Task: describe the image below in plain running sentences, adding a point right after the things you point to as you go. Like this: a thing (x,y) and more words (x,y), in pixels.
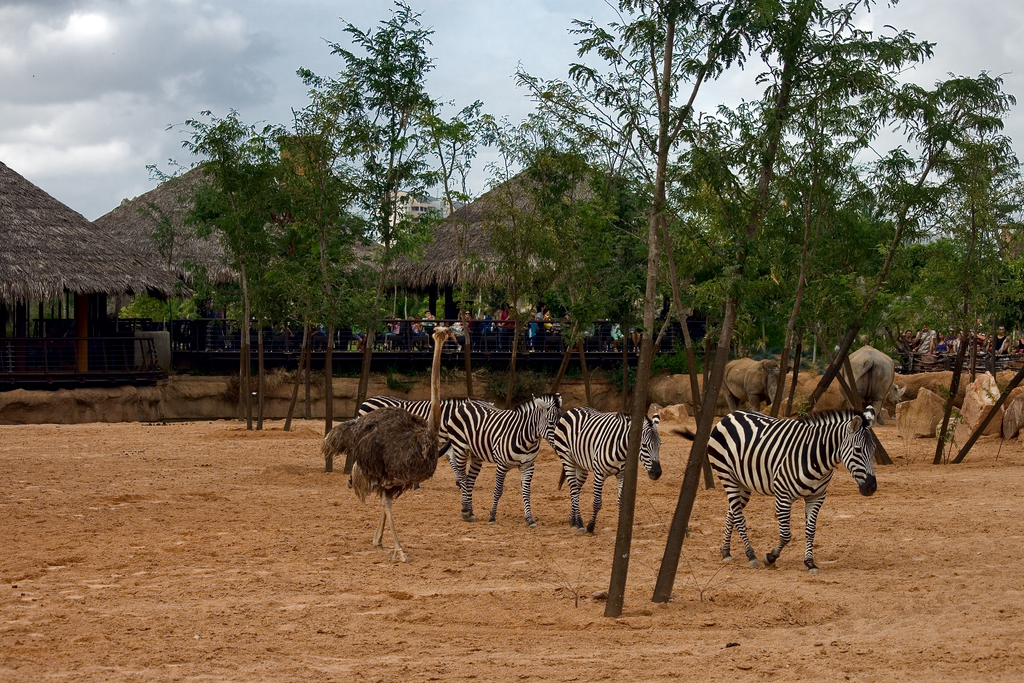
In this picture I can see ostrich (404,467) on the surface (614,483). I can see animals (770,418) on the surface (560,491). I can see trees (628,239). I can see rocks (912,416). I can see the huts (188,188) in the background (153,198). I can see the metal grill fence (344,328). I can see a few people (507,315). I can see clouds (143,56) in the sky (471,94).
